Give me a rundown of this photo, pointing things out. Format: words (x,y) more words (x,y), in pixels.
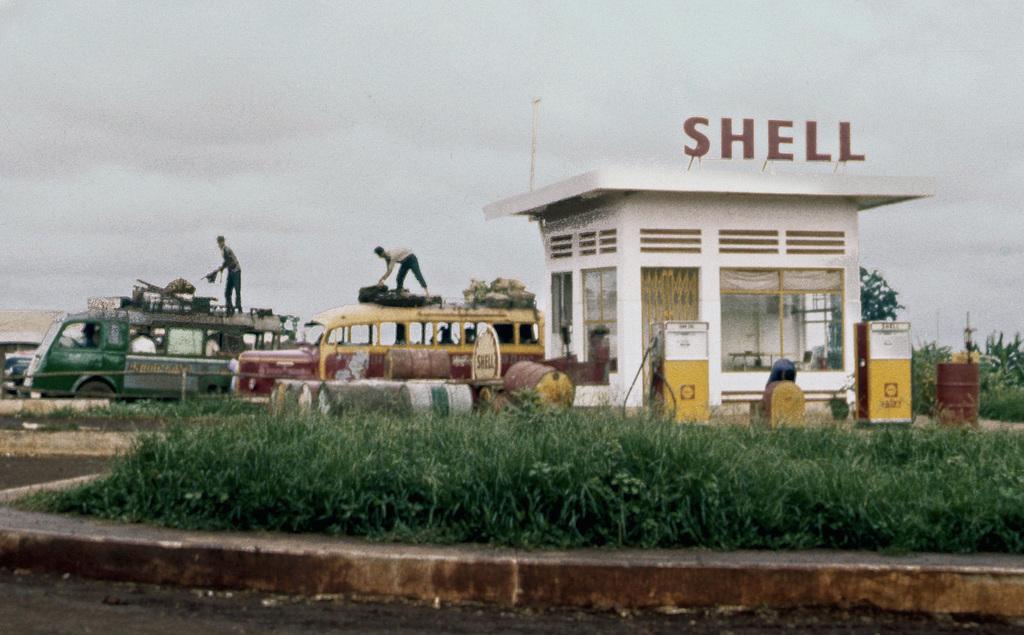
At the bottom (510,515) we can see grass (474,487) on the ground (498,536). In the background (420,279) there are two persons (409,268) standing on the vehicles (57,364), trees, drums (302,408), building (693,191), glass doors (558,286), name board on the building (703,272), petrol pumps (671,335), plants (1009,390), poles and clouds (380,46) in the sky (339,110).
